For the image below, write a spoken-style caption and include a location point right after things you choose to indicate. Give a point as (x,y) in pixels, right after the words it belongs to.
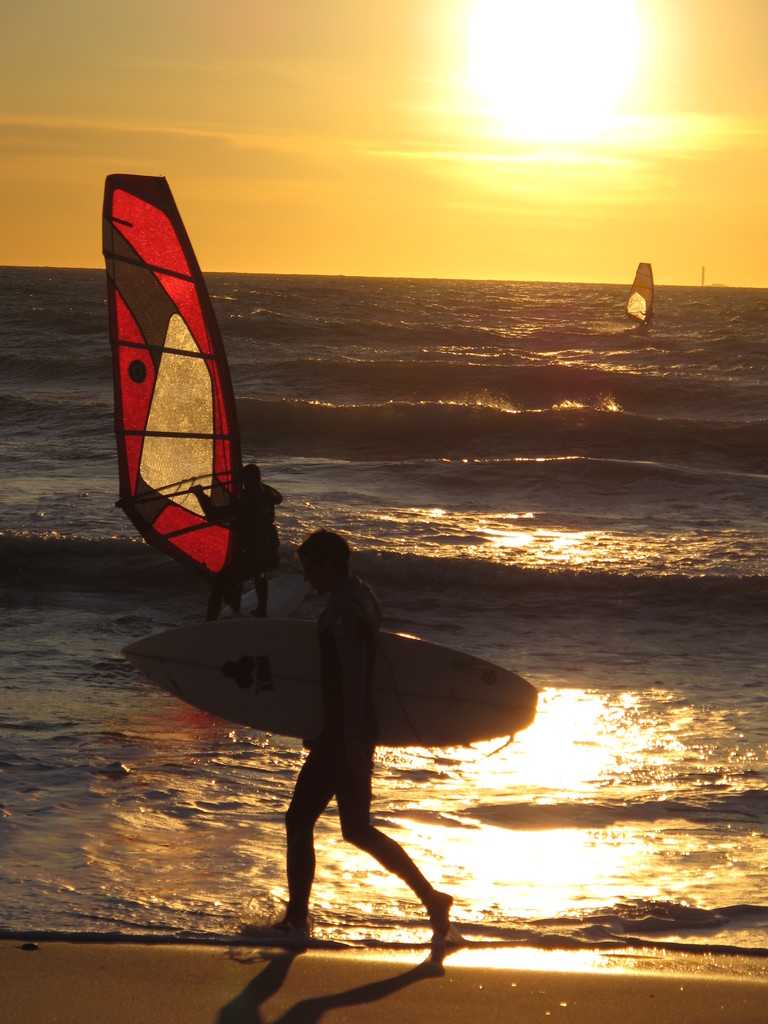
In this image I can see at the bottom (350,785) a person (357,748) is walking by holding the surfboard (401,691). On the left side (243,508) a person (235,513) is doing the wind surfing, at the top (600,142) there is the sun (595,108) in the sky (359,218). In the middle (376,453) it is the sea (477,492).
